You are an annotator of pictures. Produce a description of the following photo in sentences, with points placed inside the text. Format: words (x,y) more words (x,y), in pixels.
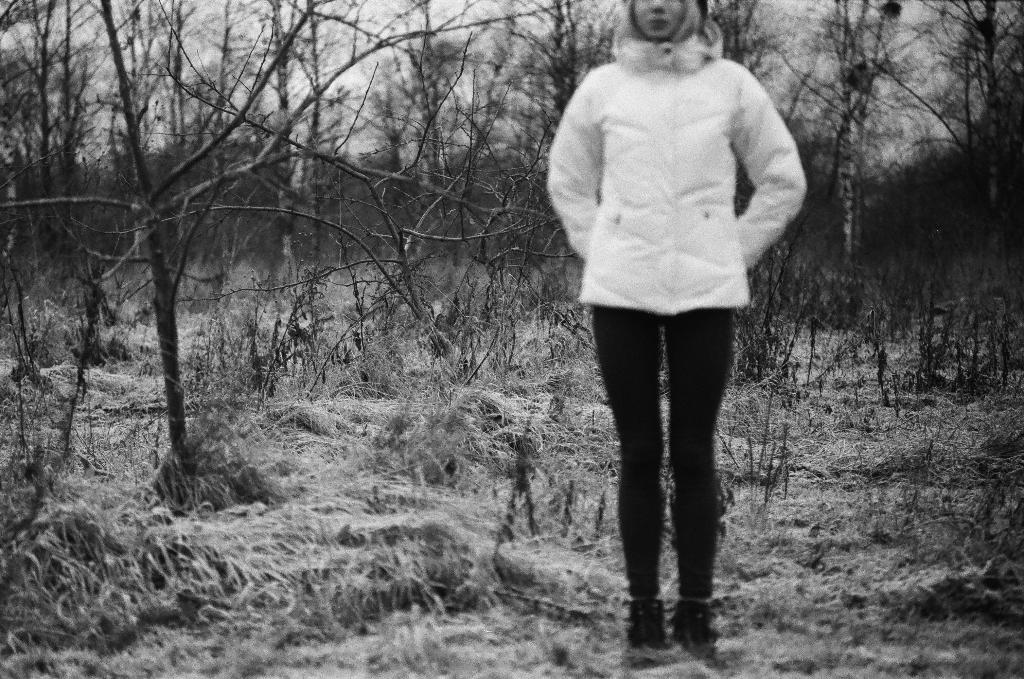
In this image we can see a woman (646,515) standing on the grass (554,515). In the background (180,191) we can see sky (253,67), dried trees (237,81) and plants (377,315).
